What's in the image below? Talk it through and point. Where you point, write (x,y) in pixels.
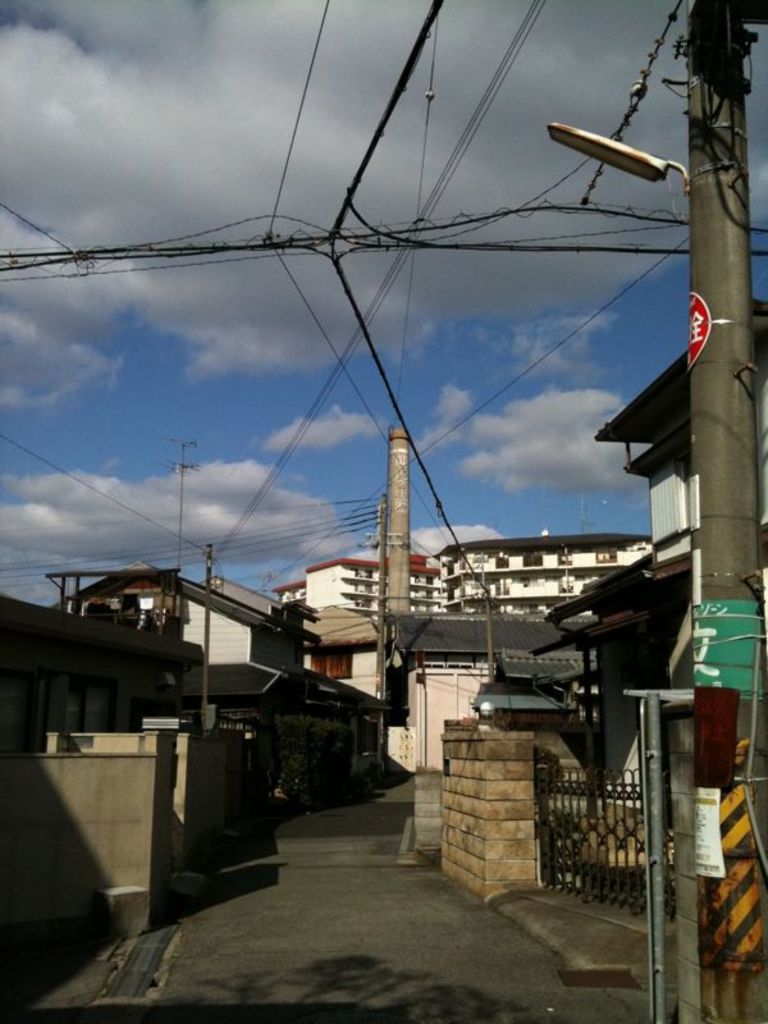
In this image there are buildings (244,714) with metal gates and electric poles (205,698) with cables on top of it and lamps (579,131) on it, at the top of the image (528,138) there are clouds (393,176) in the sky (258,429).
